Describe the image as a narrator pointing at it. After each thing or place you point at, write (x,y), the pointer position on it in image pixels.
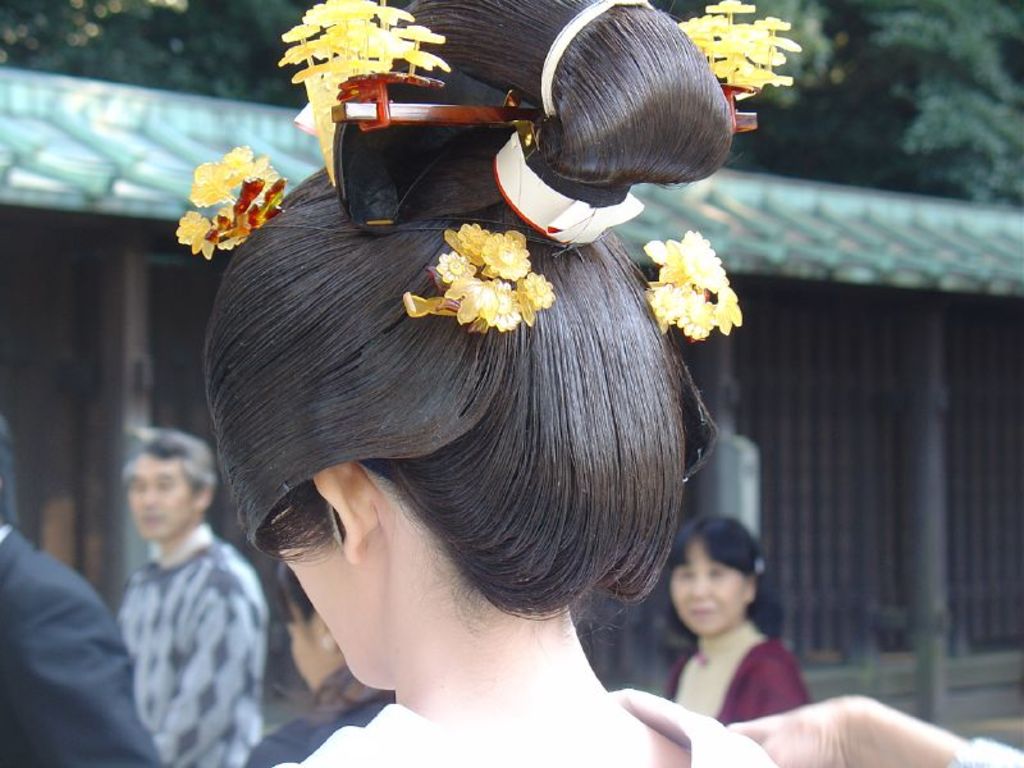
In this image, we can see a woman (419,423), wearing artificial flowers (505,259) on the hair (485,213) and in the background (144,592), there are some people (697,609), trees (884,84) and sheds (893,363).
